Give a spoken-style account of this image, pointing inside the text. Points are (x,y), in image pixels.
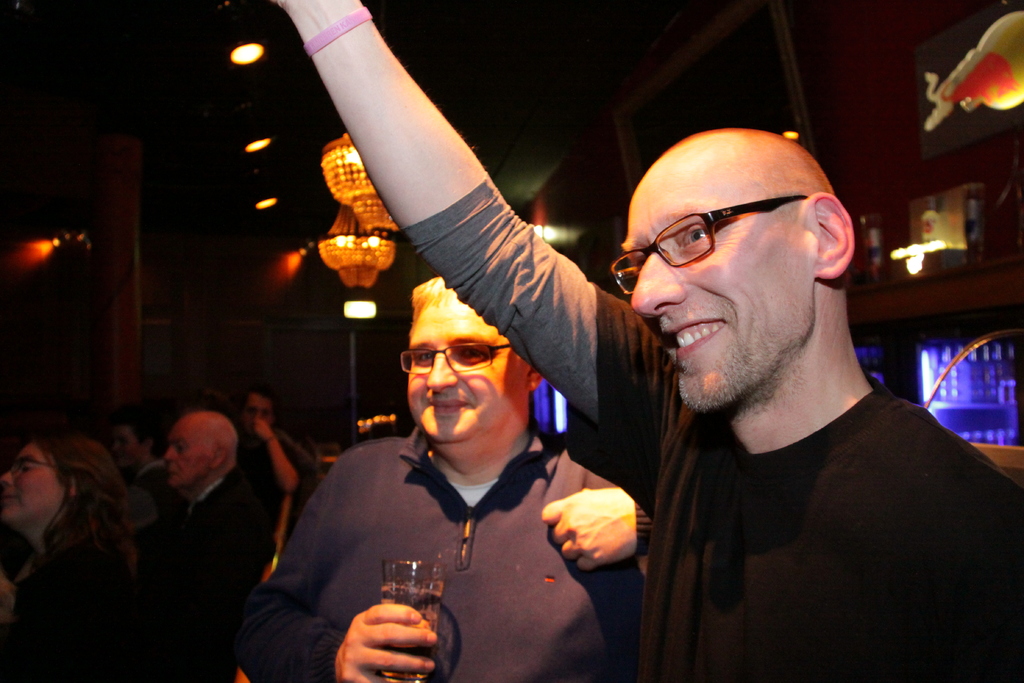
On the right (684,479) a person (615,412) is standing wearing a T-shirt (697,496) in the middle (368,285) there is a light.
